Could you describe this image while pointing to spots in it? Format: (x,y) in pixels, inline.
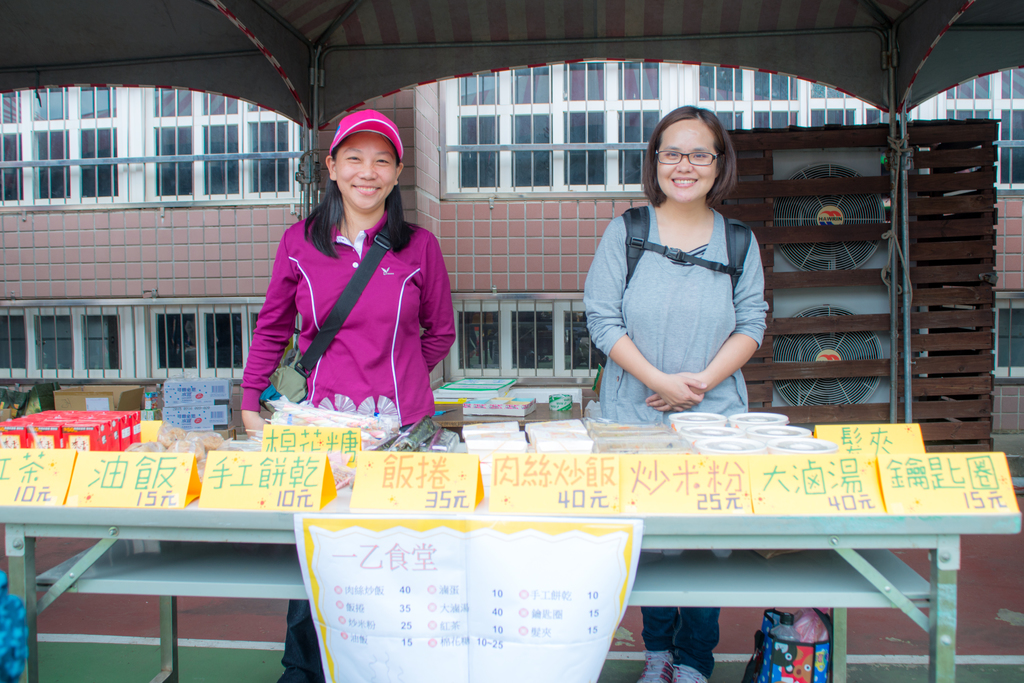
In this image we can see two (276,285) people (308,285) standing under a tent (408,72) and there is a table (917,529) in front of them and we can see some objects (746,414) on it. There are some boards (970,454) with text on it and there is a banner (336,599) with some text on it and attached to the table (158,588). in the background (414,199), we can see a building (473,273) and we can see a bag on the floor (732,618).
